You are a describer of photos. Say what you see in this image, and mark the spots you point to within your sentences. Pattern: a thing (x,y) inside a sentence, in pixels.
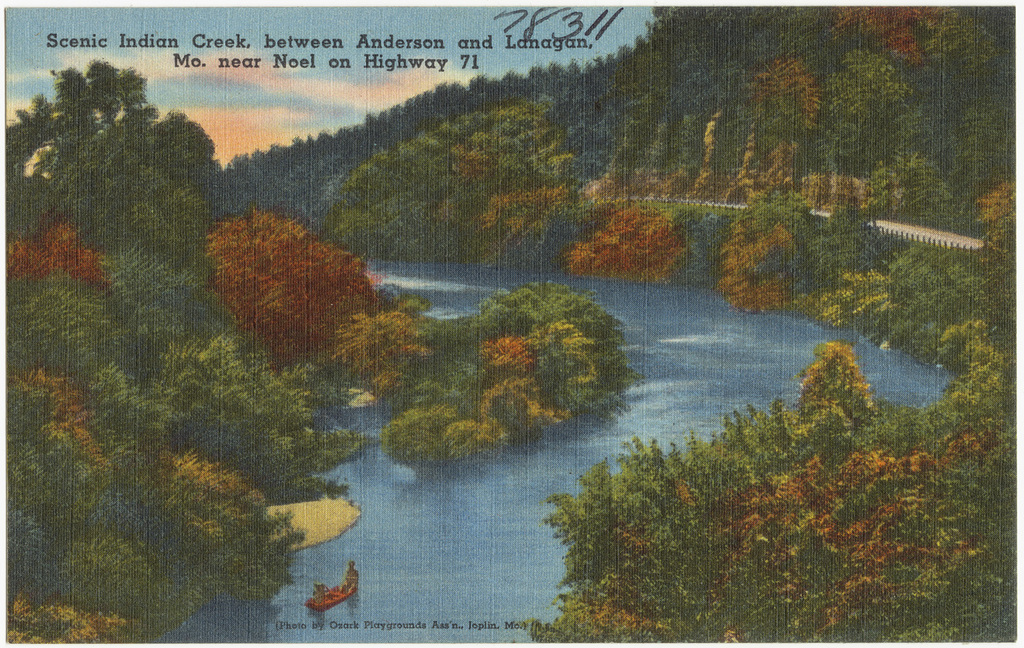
In this picture we can see the river (539,489), around there are full of trees (874,503) and hills (810,163).
